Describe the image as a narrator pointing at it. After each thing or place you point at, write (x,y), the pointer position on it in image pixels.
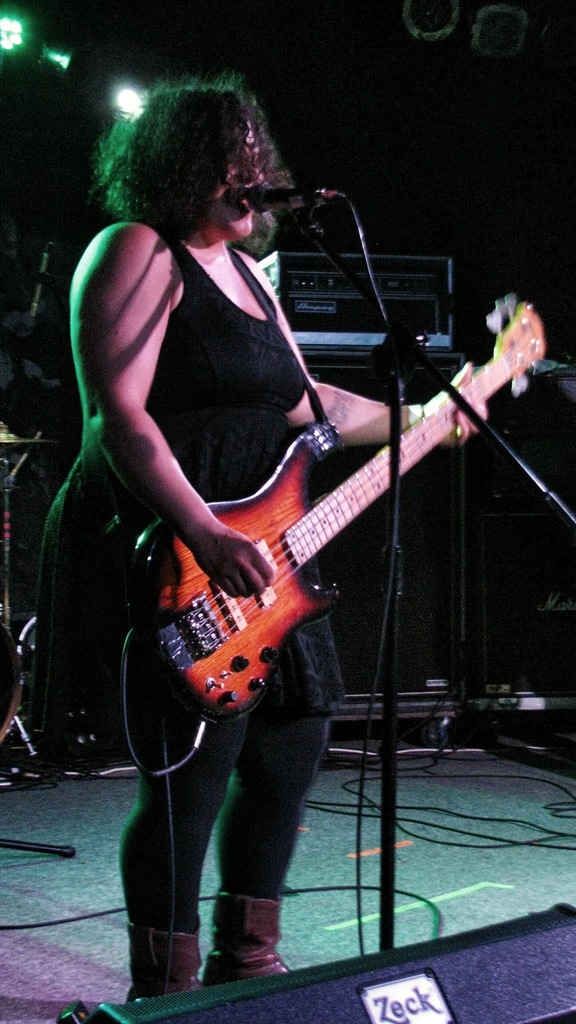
This is the picture of a lady (182,744) in black dress (189,459) holding a guitar (501,371) and standing in front of a mike (385,788) and her hair (147,171) is short.
